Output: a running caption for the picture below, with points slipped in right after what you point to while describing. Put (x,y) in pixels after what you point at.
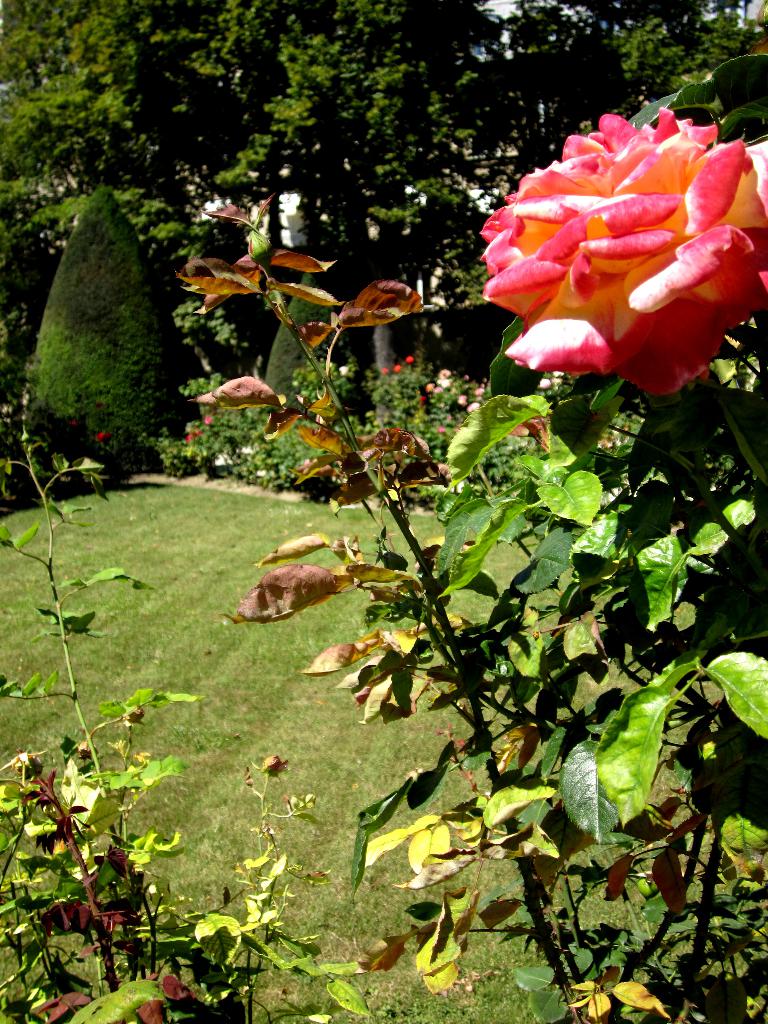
In this image I can see a flower (520,355) in pink and cream color. Background (291,216) I can see few flowers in multi color, plants (713,364) and trees (200,143) in green color, a building (298,209) in white color.
